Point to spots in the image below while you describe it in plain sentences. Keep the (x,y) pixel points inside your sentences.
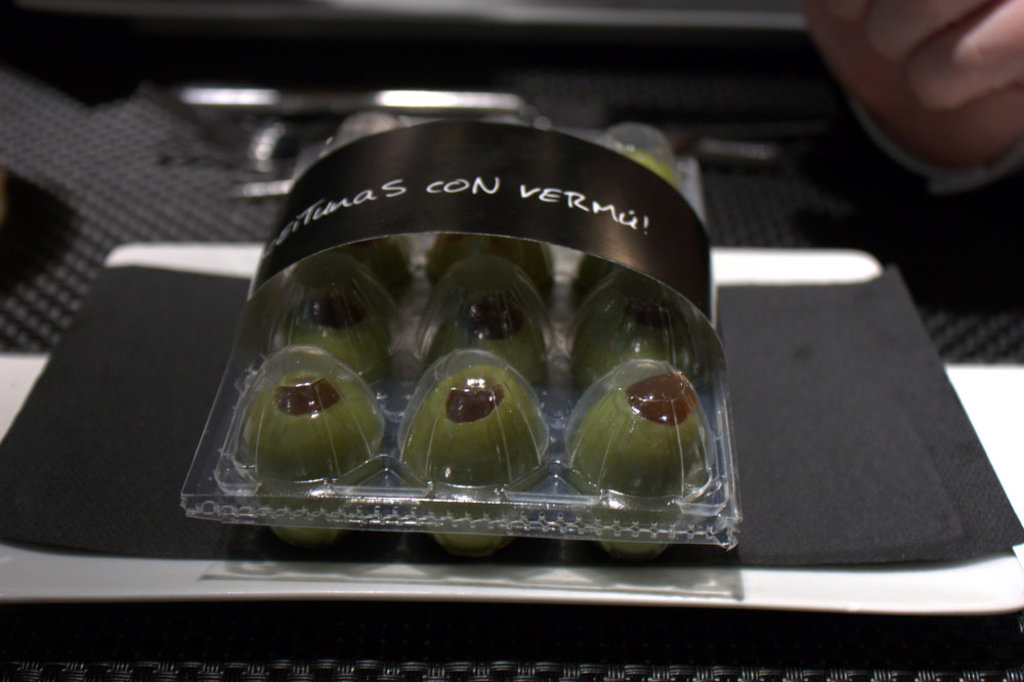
In the picture I can see some objects (321,428) which are in green color are placed in the plastic container (423,389), here we can see a label (663,229) on which we can see some text (570,193) is written. On the right side of the image (902,108) we can see a person's hand (915,136). The background of the image (900,171) is blurred, which is in black color.
